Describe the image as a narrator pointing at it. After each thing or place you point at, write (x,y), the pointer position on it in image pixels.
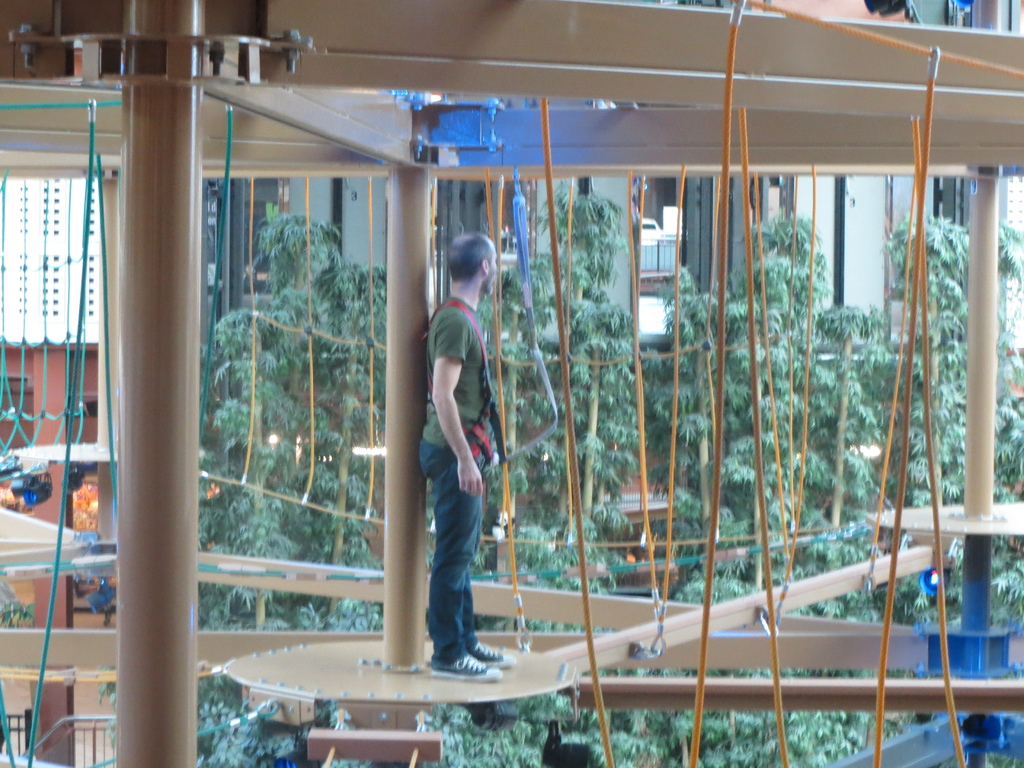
In this image there is a person (451,472) standing on the metal structure (421,526), in front of the person (472,520) there are few ropes (699,683). In the background (36,269) there are buildings (635,338), in front of the buildings (635,518) there are trees (679,506).
